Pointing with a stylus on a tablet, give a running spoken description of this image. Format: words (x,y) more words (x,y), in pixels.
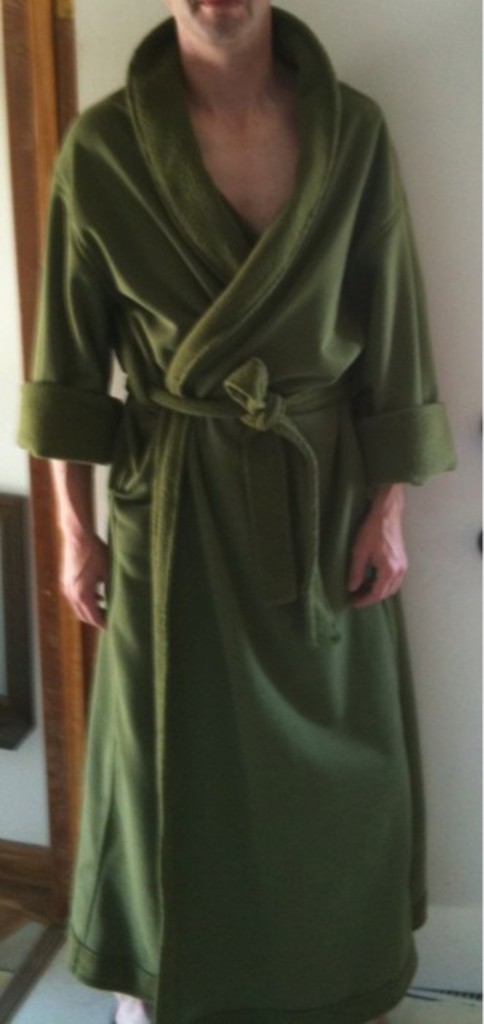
This person (317,605) wore a green bath coat (213,570).
